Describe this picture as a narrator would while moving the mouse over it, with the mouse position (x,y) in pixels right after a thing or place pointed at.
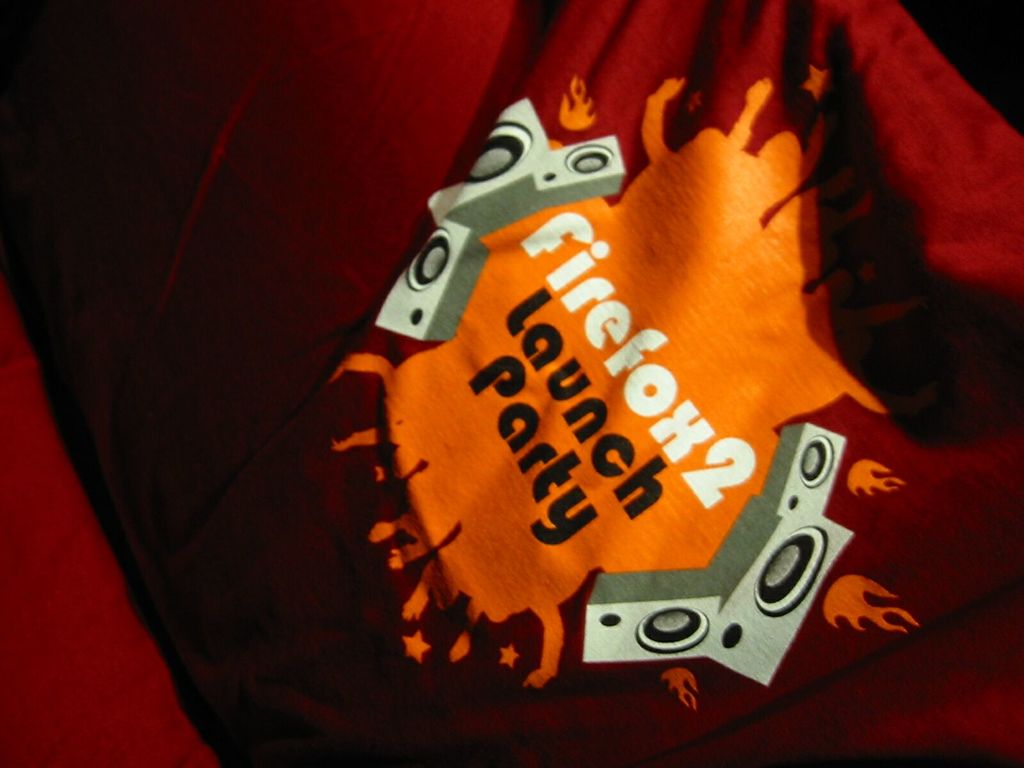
In this image there are some text (597,286) and images (564,260) on a red color cloth (402,187).
